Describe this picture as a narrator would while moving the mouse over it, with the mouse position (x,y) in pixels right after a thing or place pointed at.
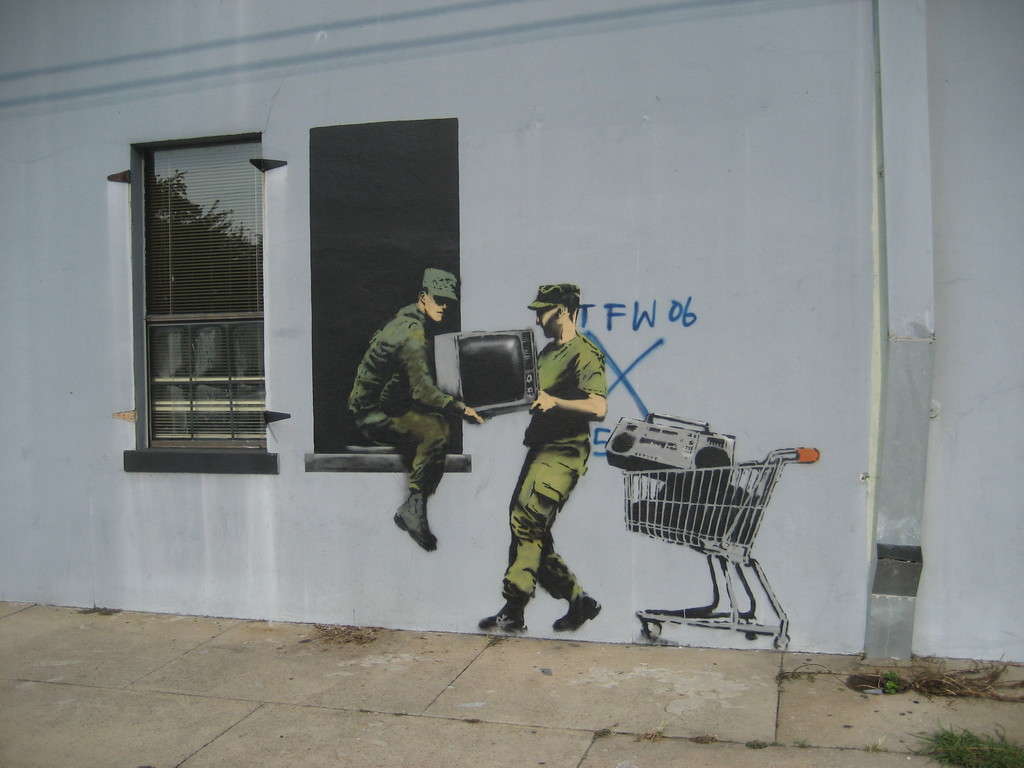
Here two person (434,420) are holding television (520,408), here in the trolley (705,507) there is tape recorder (724,449), here there is wall (399,476), this is window (239,303).
